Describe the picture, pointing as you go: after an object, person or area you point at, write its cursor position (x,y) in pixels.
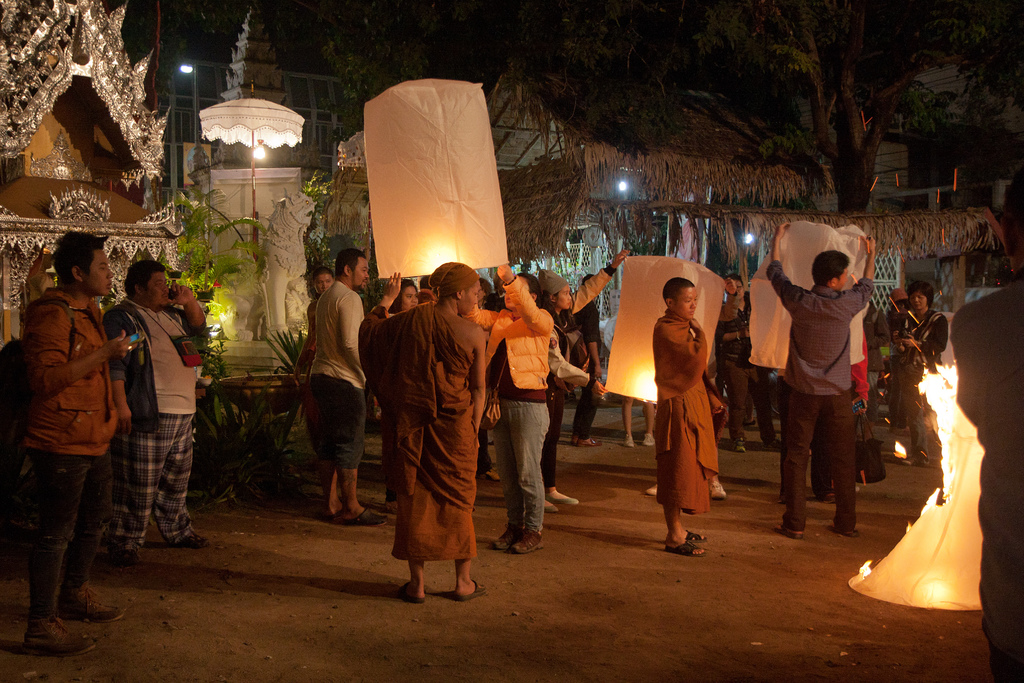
In the image in the center (518,375), we can see a few people (527,380) are standing and few people (475,371) are holding lantern balloons (754,336). In the background (830,152), we can see trees (858,159), buildings (902,152), lights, sculptures (293,208), one umbrella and a few other objects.
